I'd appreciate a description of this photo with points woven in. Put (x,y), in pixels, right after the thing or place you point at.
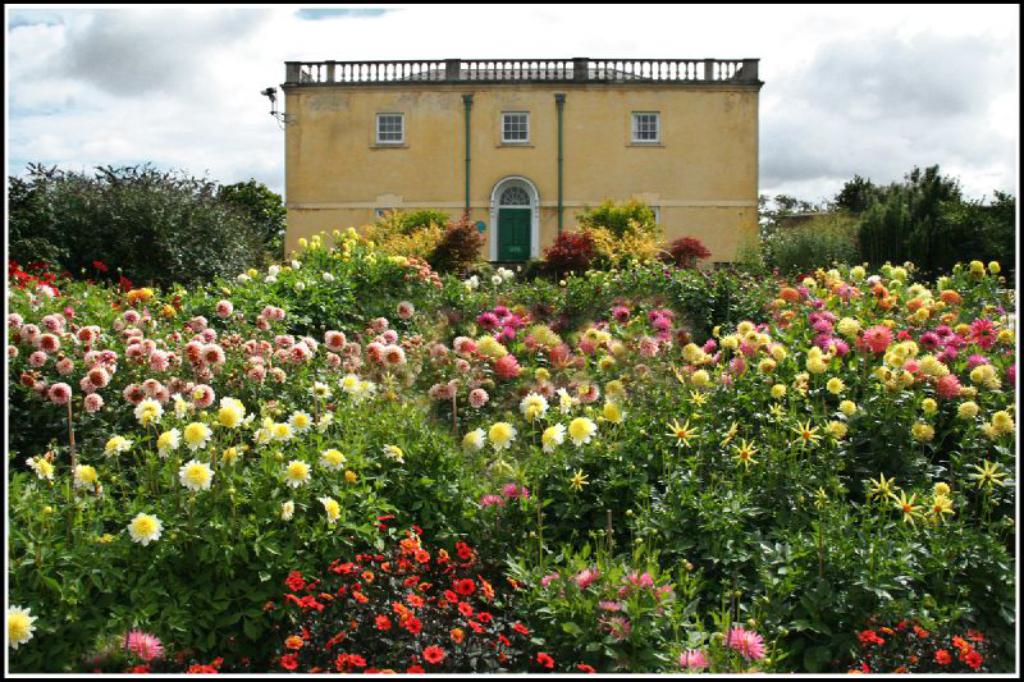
These are the beautiful flower plants (498,457) in the front side of an image (509,467) and in the back side (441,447). There is a house (522,184) which is in an yellow color.
